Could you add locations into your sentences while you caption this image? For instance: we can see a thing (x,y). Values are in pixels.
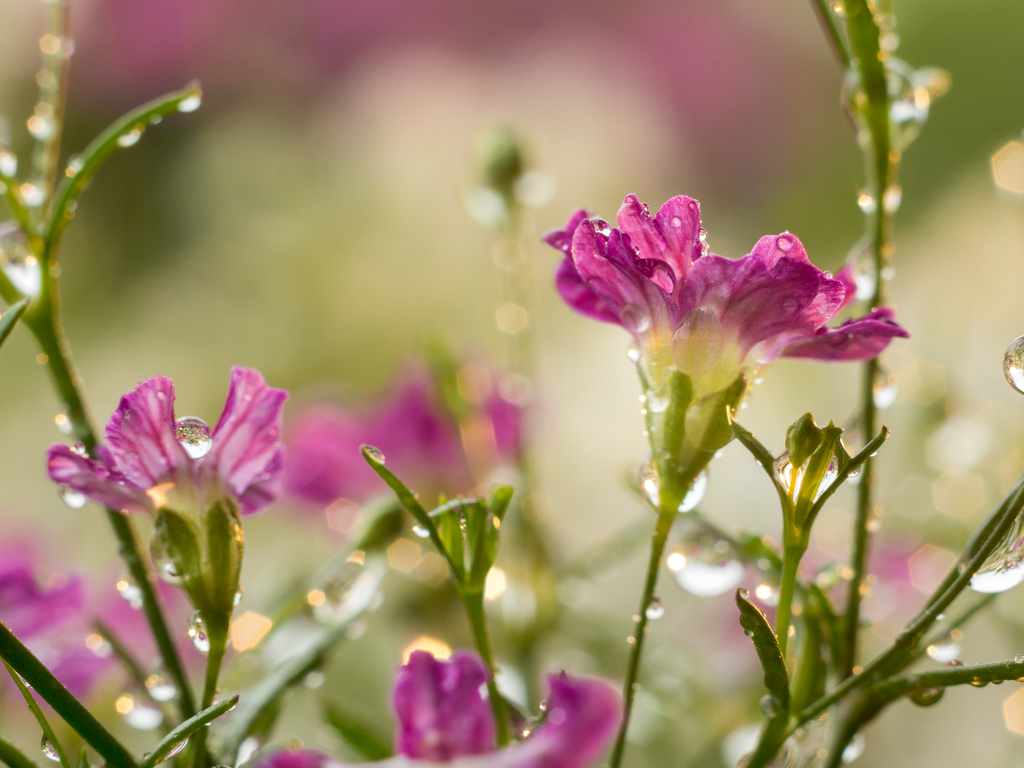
This is a zoomed in picture. In the foreground (678,500) we can see the flowers (427,663), leaves (103,139) and the plants (671,472) and we can see the water droplets (699,555) on the flowers (180,473). The background of the image (459,138) is very blurry.
